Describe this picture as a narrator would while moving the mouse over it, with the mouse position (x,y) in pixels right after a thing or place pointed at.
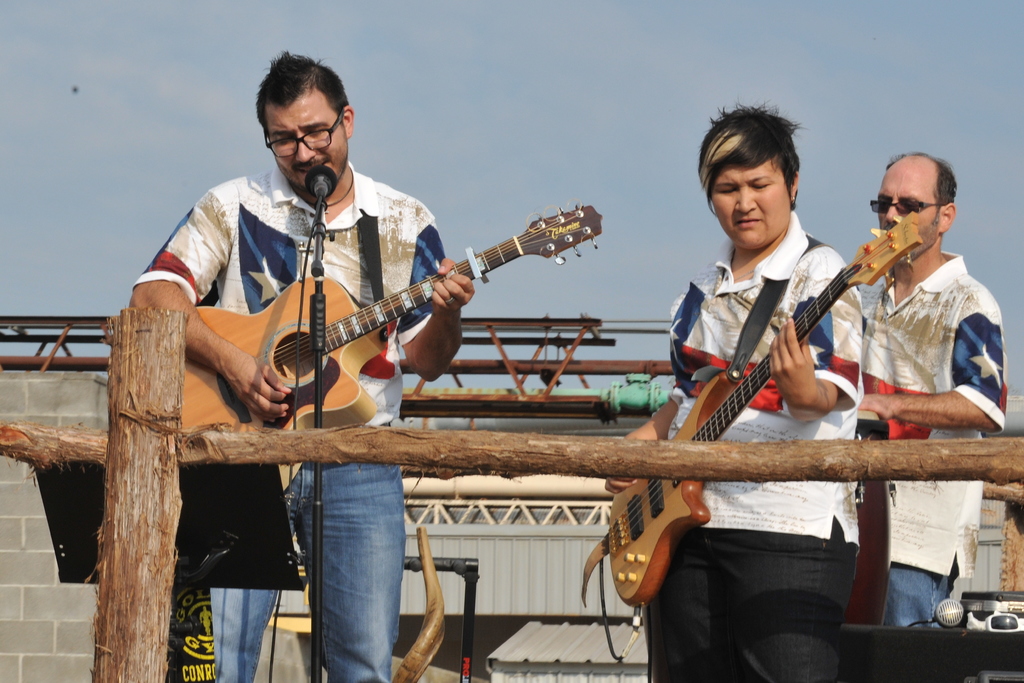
In this picture there are three people (946,315) those who are standing before a wooden fence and the first person (231,203) who is standing at the left side of the image (211,347) is holding the guitar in his hands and singing in the mic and the second person (733,186) who is standing at the right side of the image (847,341) is playing the guitar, the third person (916,398) is placed his hands (875,399) on the drums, there are the iron rods fencing (484,330) at the back side of the image (569,319) and there is a speaker (871,661) and music instrument (1015,620) in front of the man (925,574).
